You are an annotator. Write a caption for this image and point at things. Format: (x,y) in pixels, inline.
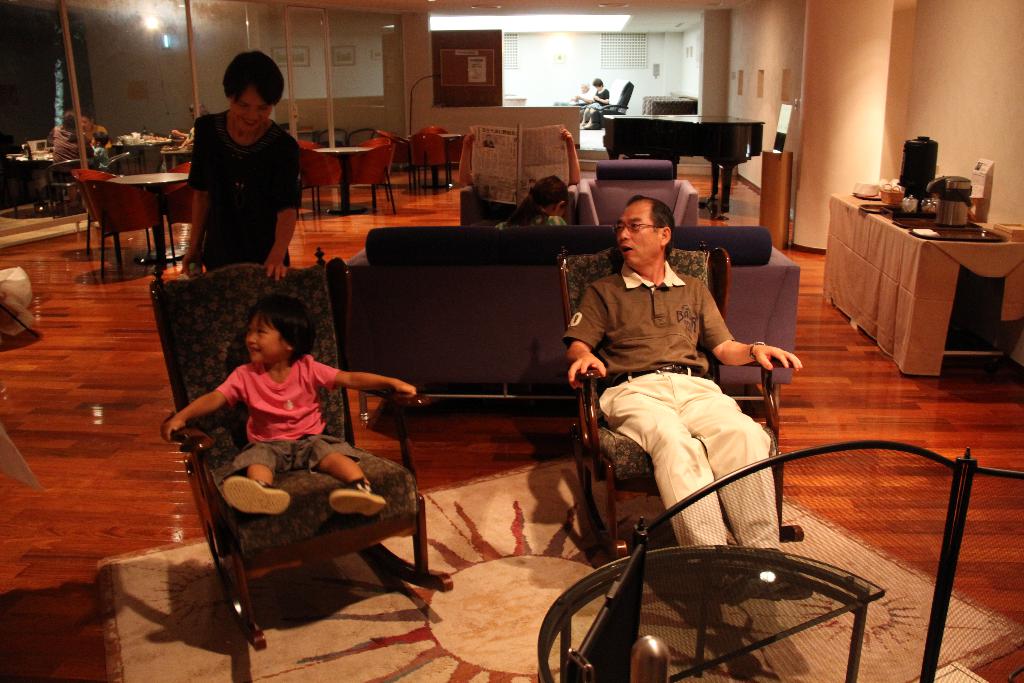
A man (631,215) and a girl (295,462) are sitting in chairs (591,417). There is a woman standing beside the girl (273,306). Two people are sitting in sofa (408,248). There are some tables (134,178) and chairs (100,201) in the background (323,156). At a distance two people (596,100) are sitting in chairs (598,114).
